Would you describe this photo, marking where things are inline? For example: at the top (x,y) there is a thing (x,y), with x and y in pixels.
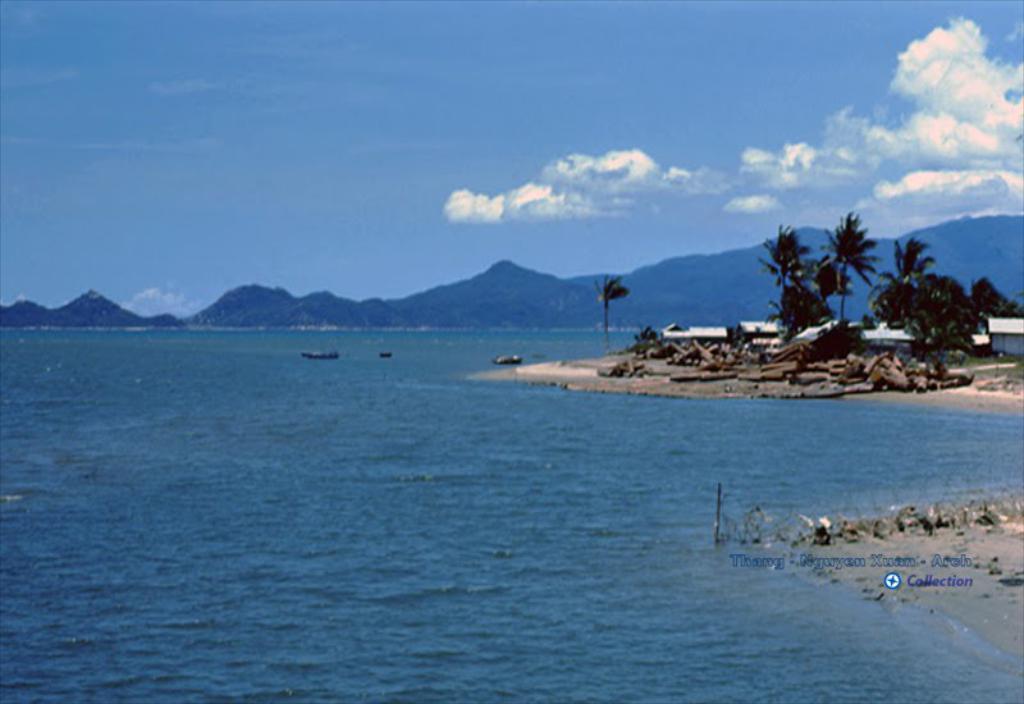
In the image we can see the water (563,494), trees (903,293), hills (690,287) and the sky (503,156).
